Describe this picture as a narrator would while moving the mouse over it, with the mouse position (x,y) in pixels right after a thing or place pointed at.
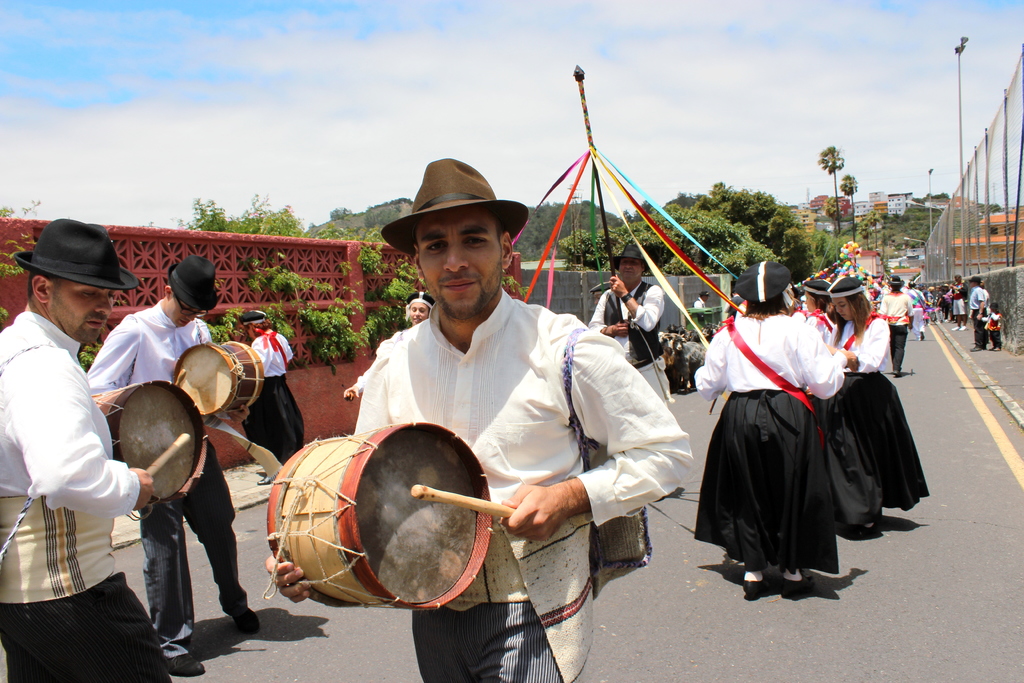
A group of people (210,285) performing some program on the road (862,678). Among them three men (57,254) are holding the drums (325,466) and playing the instrument (478,495) and other guy (598,324) behind him is holding a pipe like thing (605,228) which had different colors of cloth ribbon like thing (644,209) which is tied to it and other women (744,337) holding different color ribbons (707,282) and performing and even we can see some children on the foot path (1004,361) and the pole (957,86) which has light (963,45) and some trees (687,220) around them. The woman (742,357) has the hat (753,288) and all are in white color shirt (769,327) and black color gown (762,490) and men (534,386) have hat (458,187) and white shirt (518,382).
